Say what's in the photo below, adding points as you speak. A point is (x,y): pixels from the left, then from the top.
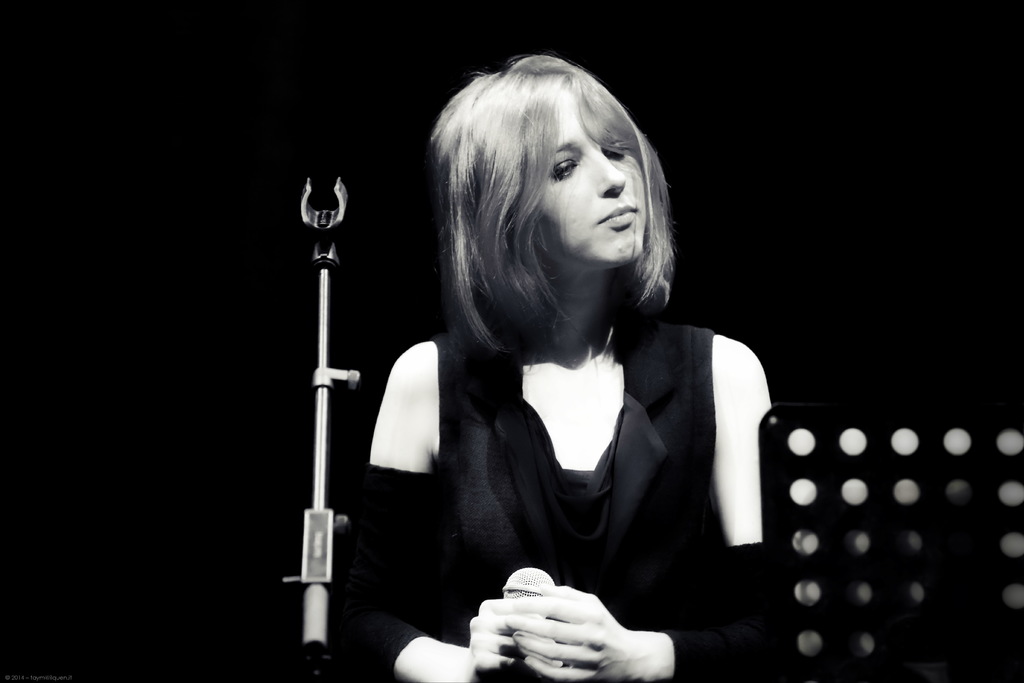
In this image I can see a woman (704,369) wearing a black color top (619,459), in front of her I can see a mike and she holding an object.
